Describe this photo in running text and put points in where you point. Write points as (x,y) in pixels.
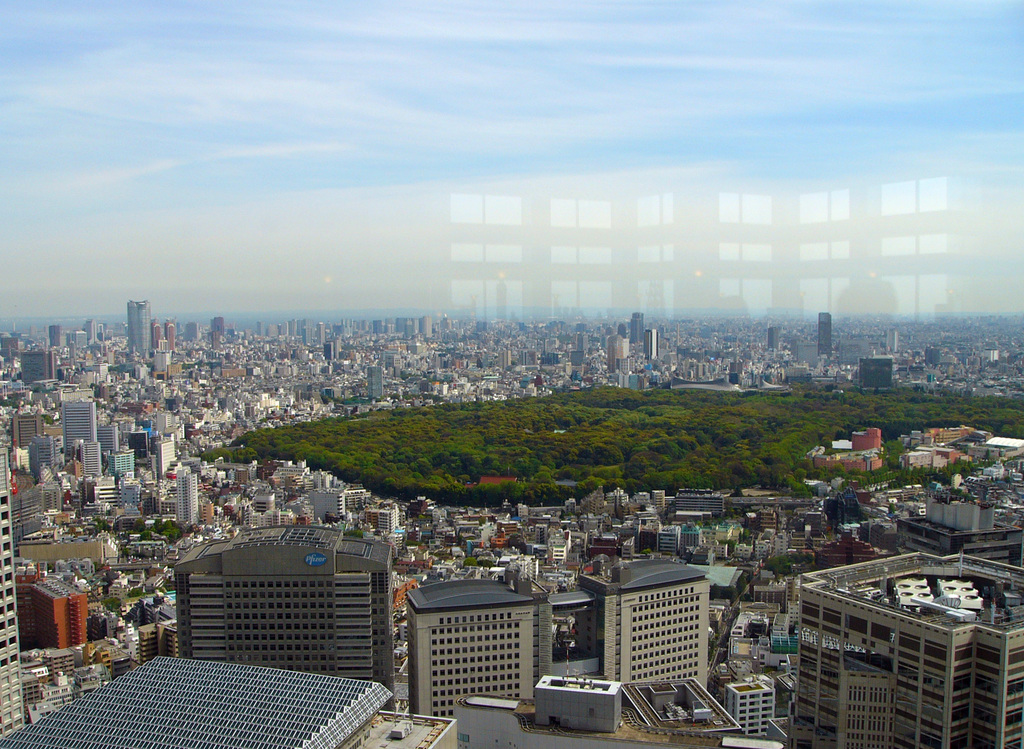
In the image in the center (495,420) we can see buildings (275,568), wall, trees (830,407) and plants (818,414). In the background (576,215) there is a sky (107,217) and clouds (683,238).
